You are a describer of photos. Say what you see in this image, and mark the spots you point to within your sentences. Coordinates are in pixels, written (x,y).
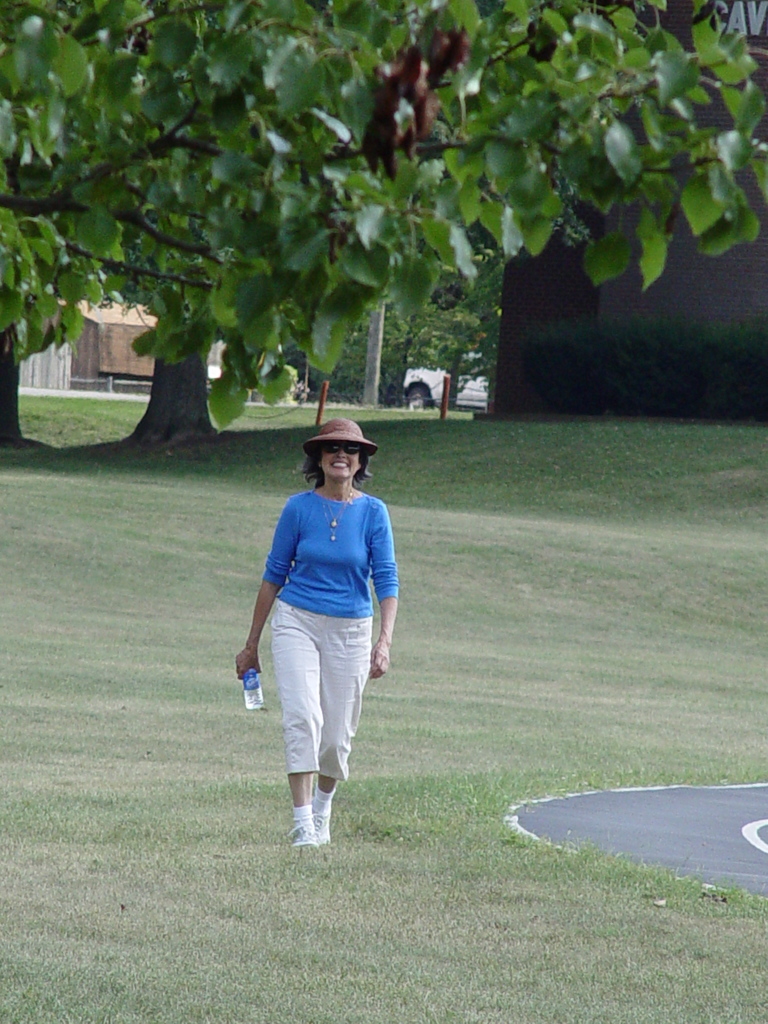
Here we can see a woman (300,760) standing on the ground (371,930) and she is smiling. She has spectacles (357,445) and she is holding a bottle (252,704) with her hand (249,650). In the background (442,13) we can see trees (30,159) and a vehicle (478,393).
